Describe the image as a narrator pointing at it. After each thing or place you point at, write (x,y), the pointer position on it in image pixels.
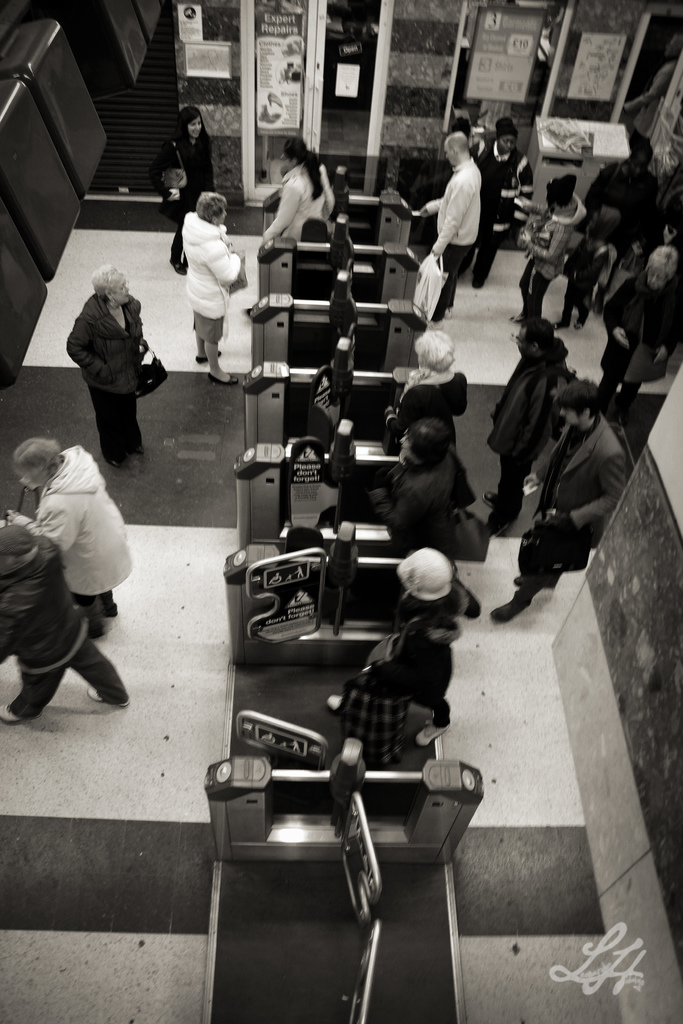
This is black and white image in this image people (443,300) are walking, in the middle (355,582) there is an entrance (334,608).
